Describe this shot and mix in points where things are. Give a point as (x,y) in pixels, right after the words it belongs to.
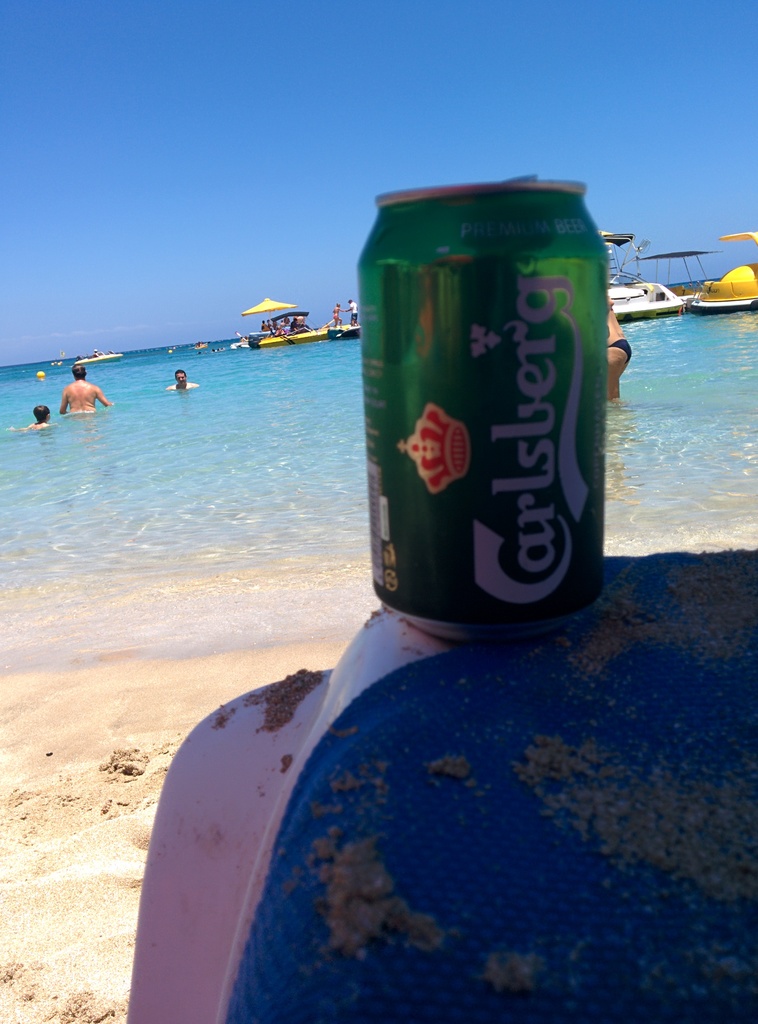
In this image we can see there is a Carlsberg drink (506,514) placed on the object (307,856). At the center of the image (283,447) there are a few people (91,391) standing and some boats (632,295) are floating on the sea (270,350). In the background (186,197) there is a sky (207,141).
